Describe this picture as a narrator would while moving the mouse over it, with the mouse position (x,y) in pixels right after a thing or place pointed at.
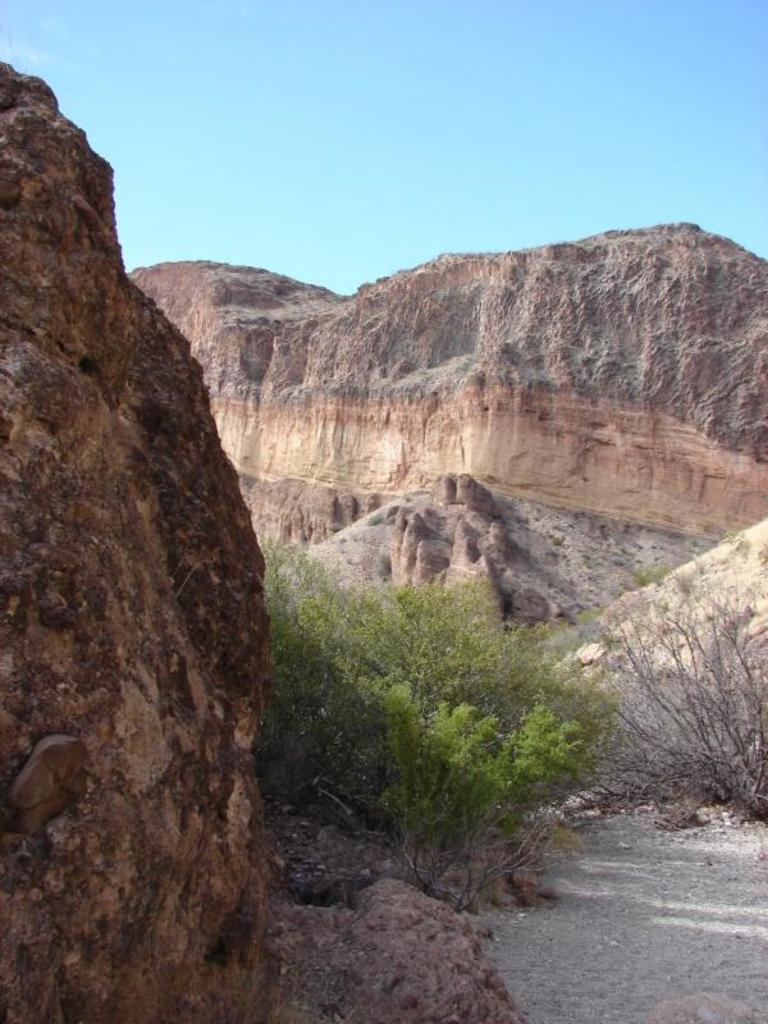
In this image I can see trees (392,811), mountains (659,513) and the sky (419,236). This image is taken may be during a day.
